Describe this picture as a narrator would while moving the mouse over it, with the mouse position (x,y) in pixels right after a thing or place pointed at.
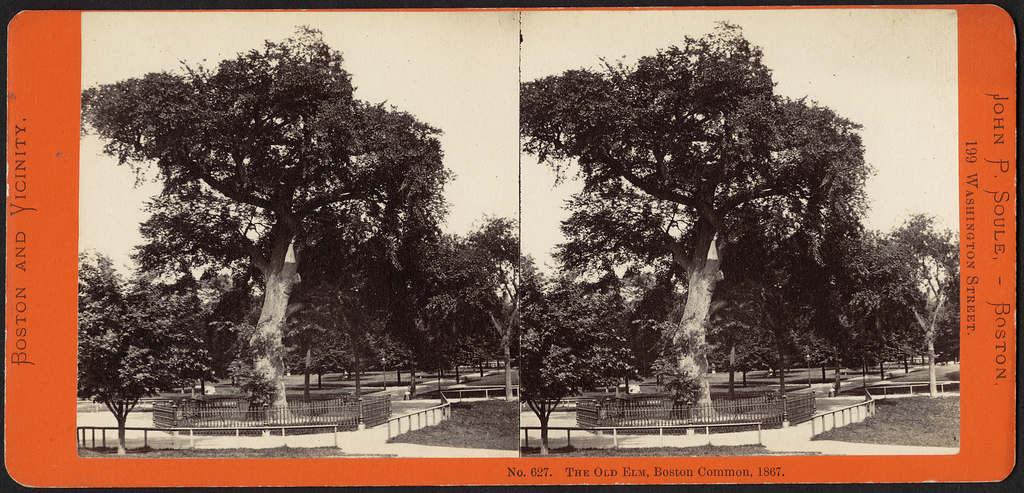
In the image I can see the collage picture. I can see the trees (316,257). There is a metal fence (325,428) around the tree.
